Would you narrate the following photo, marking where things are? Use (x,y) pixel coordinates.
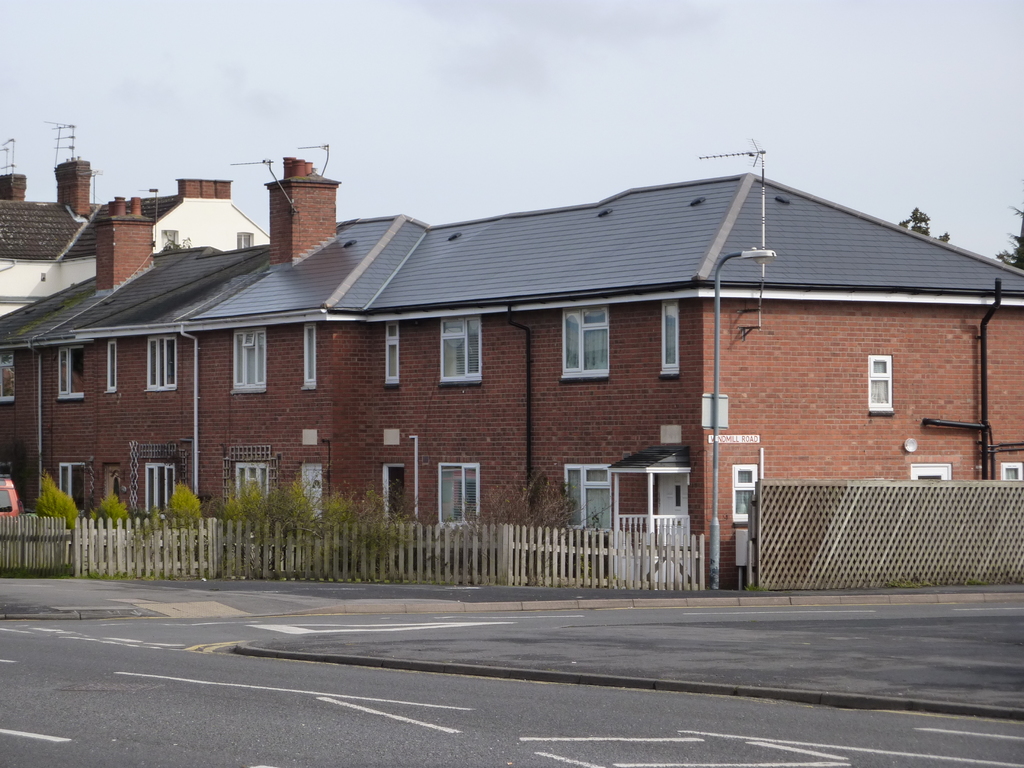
In the center of the image (580,488) there is a house (171,467). There is a fencing (187,574). At the bottom of the image (828,644) there is a road (166,626). At the top of the image (491,44) there is a sky (354,95).
